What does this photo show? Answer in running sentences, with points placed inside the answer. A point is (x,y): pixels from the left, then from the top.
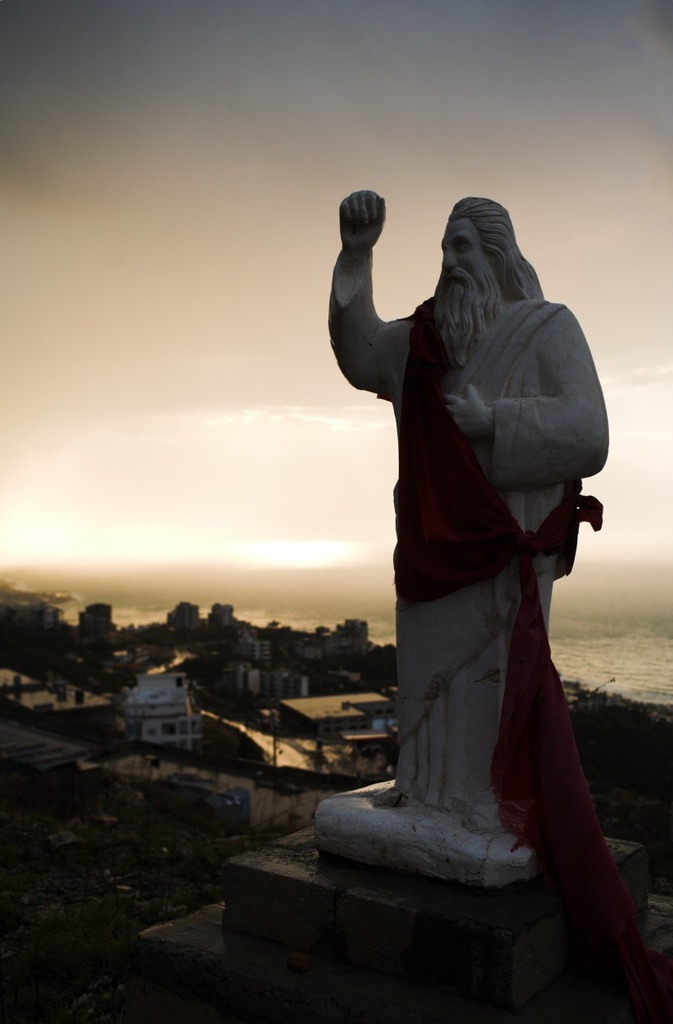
In this picture, in the middle (422,618), we can see a statue (470,747). In the background (207,730), we can see some houses (168,722), buildings (186,728), trees (633,752). On the top (339,202), we can see a sky (285,312).
